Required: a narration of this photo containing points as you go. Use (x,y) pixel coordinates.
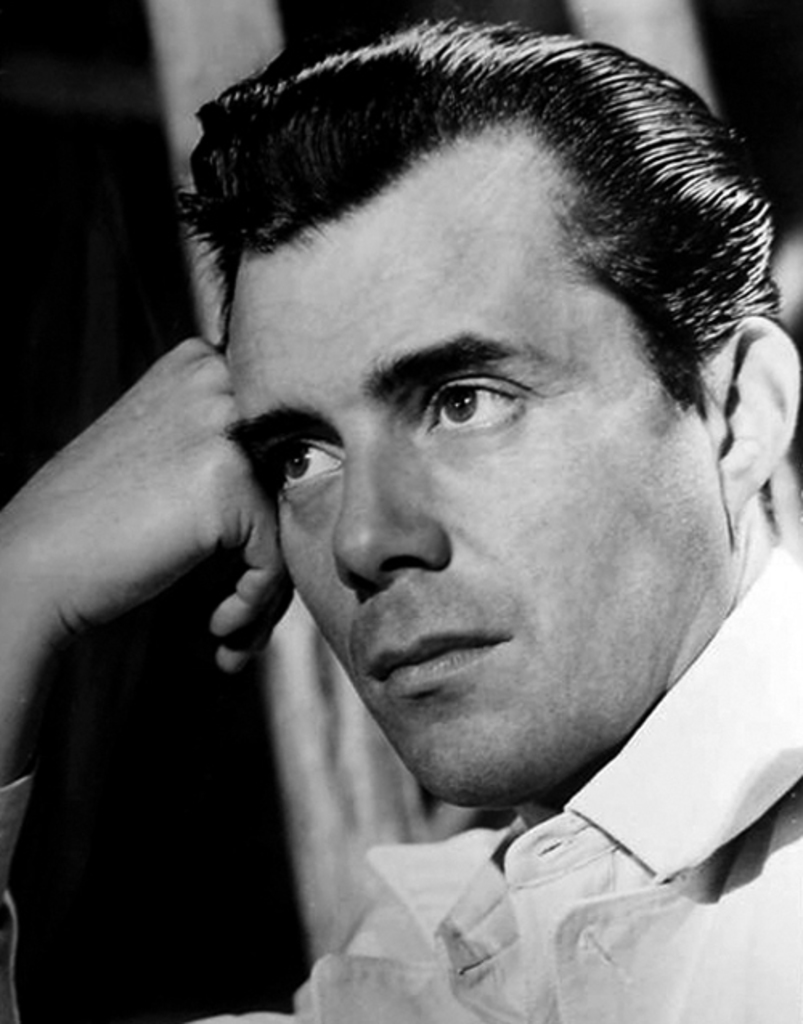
In this picture we can see a man (561,568) who is wearing shirt (718,864). Besides him we can see a wooden wall (330,766).
